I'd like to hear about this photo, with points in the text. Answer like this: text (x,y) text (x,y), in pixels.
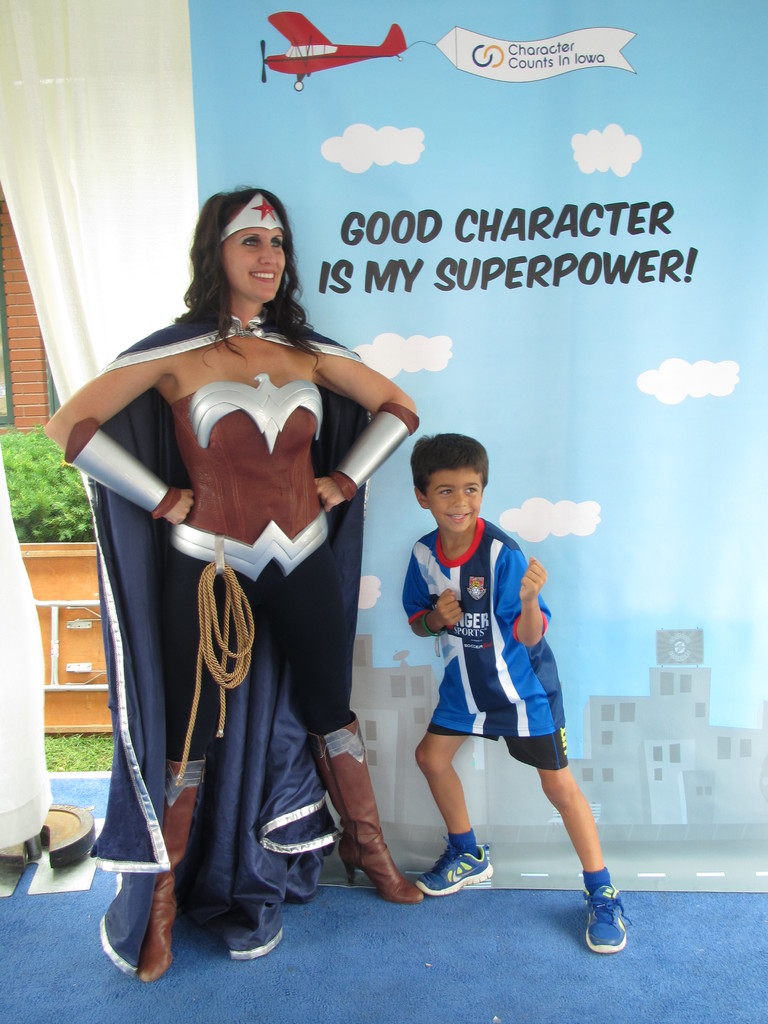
In the picture I can see a woman (273,507) wearing fancy dress (270,545) is standing and there is a kid (462,684) standing beside her and there is a banner (529,253) which has something written on it is behind them and there are few plants (33,462) and some other objects (38,554) in the left corner (50,489).
